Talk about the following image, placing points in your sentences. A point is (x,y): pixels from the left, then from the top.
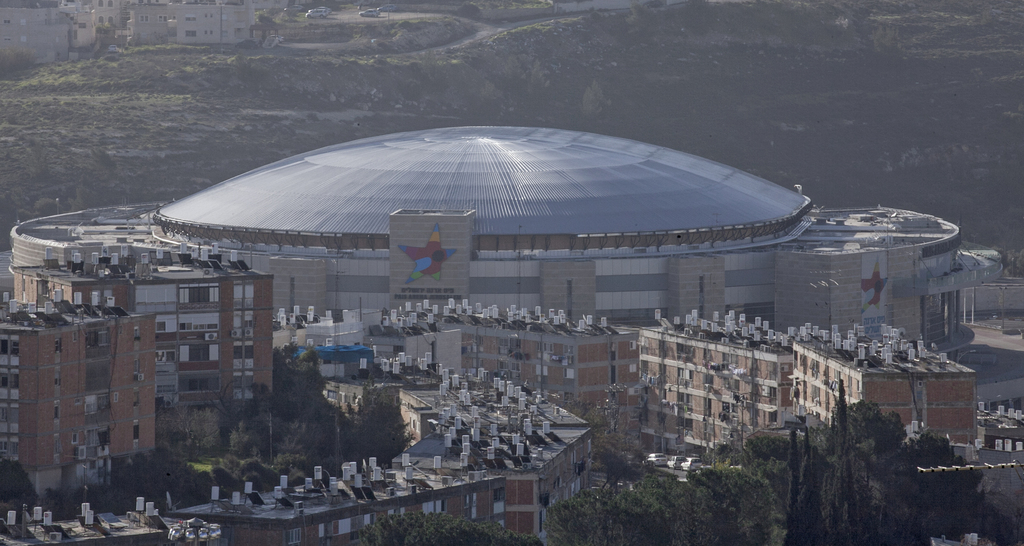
In this image I can see few buildings (219,380) in brown and cream color and I can also see few trees (854,474) in green color. Background (314,17) I can see few vehicles (373,7).
